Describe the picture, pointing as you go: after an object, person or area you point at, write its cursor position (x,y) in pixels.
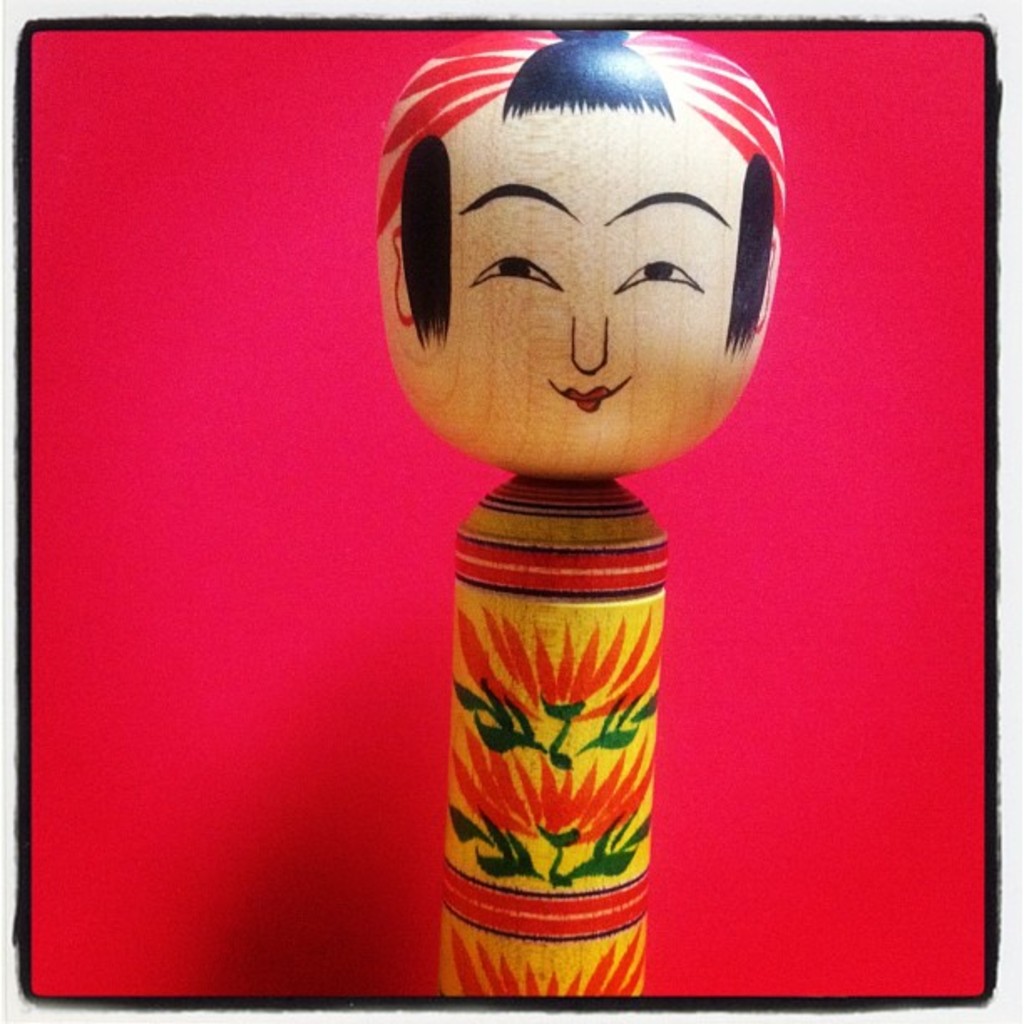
This image consists of a puppet (502,554) made up of wood (587,693). The background (167,913) is in red color.
